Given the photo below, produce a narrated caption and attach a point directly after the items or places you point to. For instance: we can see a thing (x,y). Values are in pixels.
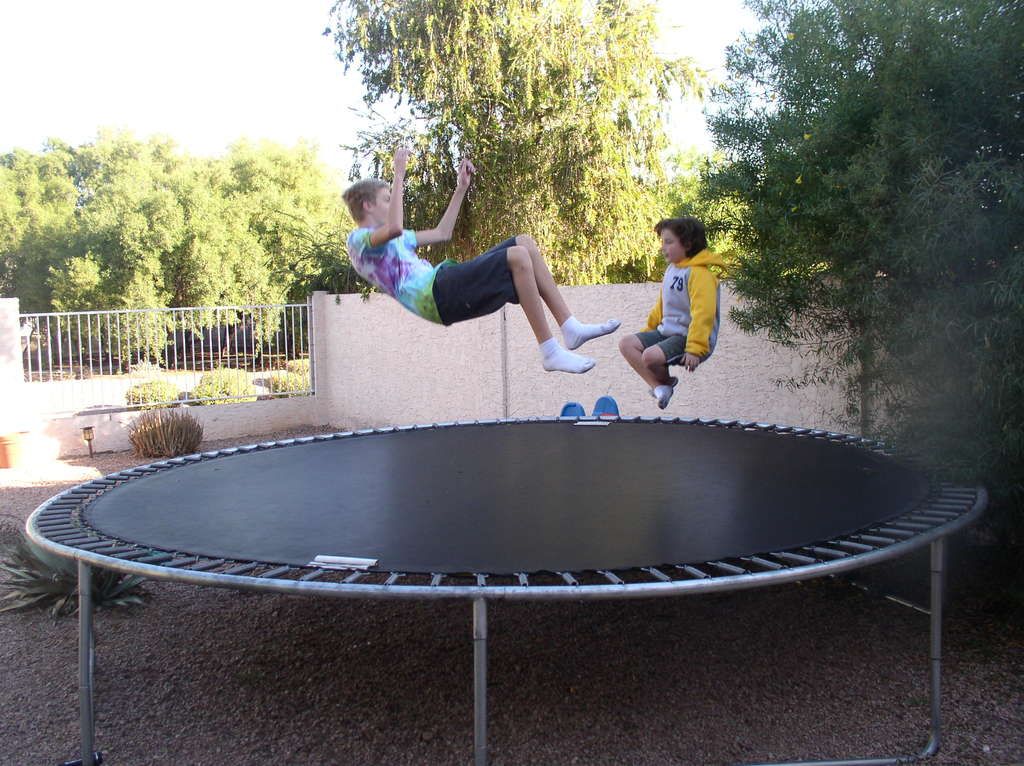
This image is taken outdoors. At the bottom of the image (351,701) there is a ground (413,724). In the middle of the image (527,480) there is a trampoline (236,521) and two kids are playing on the trampoline (706,464). At the top of the image (326,87) there is a sky (708,46). In the background (441,245) there are many trees (202,245) and plants (148,428) and there is a wall (326,332) with a railing (184,329).
